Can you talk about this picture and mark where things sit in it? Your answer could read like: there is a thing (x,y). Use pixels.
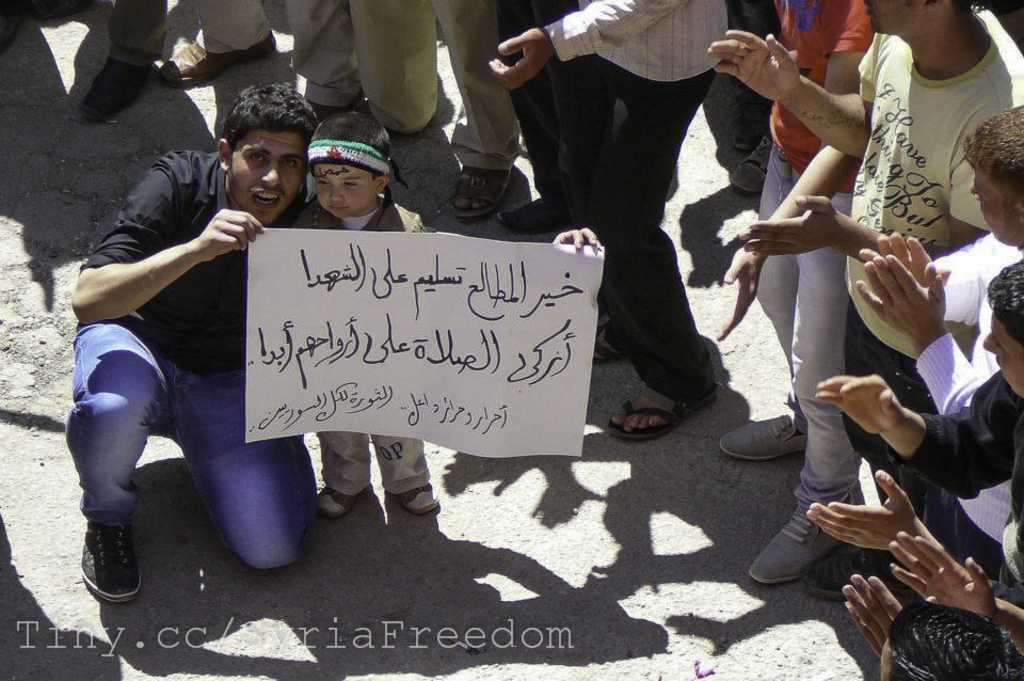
In this picture I can see a kid (366,157) standing, there is a man (108,489) holding a paper (444,282), there are group of people (740,59) standing, and there is a watermark (54,631) on the image.
